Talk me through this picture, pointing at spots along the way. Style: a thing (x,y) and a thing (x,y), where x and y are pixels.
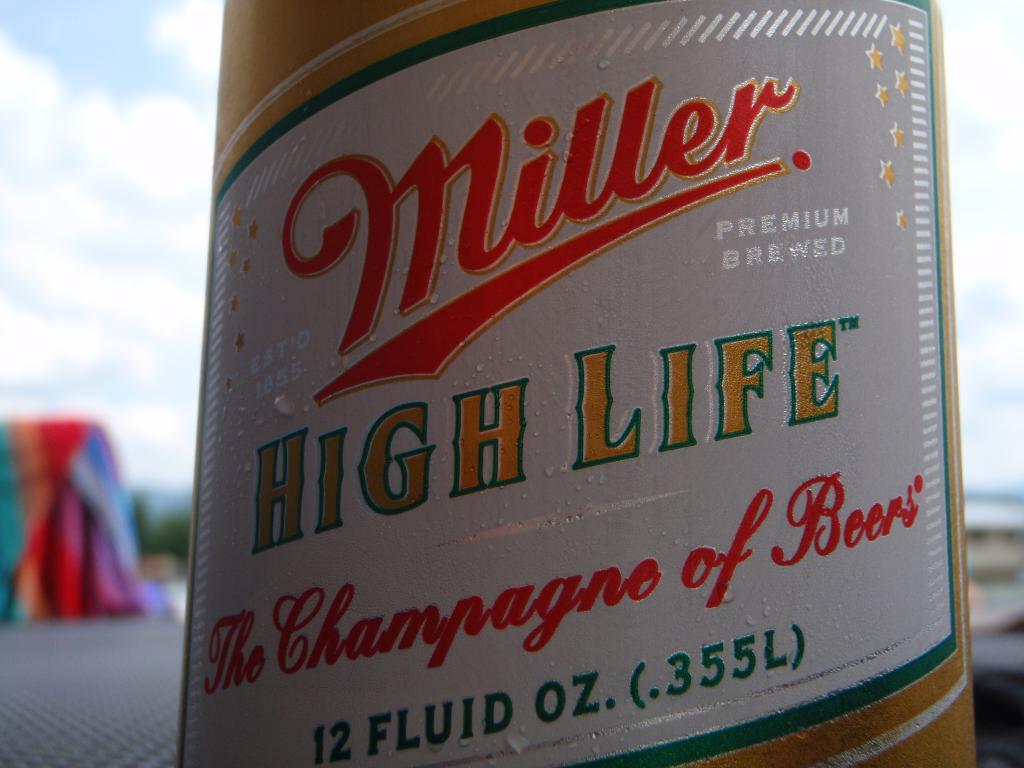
In this picture there is a bottle (272,580) in the center of the image (475,386), on which it is written as high life.
